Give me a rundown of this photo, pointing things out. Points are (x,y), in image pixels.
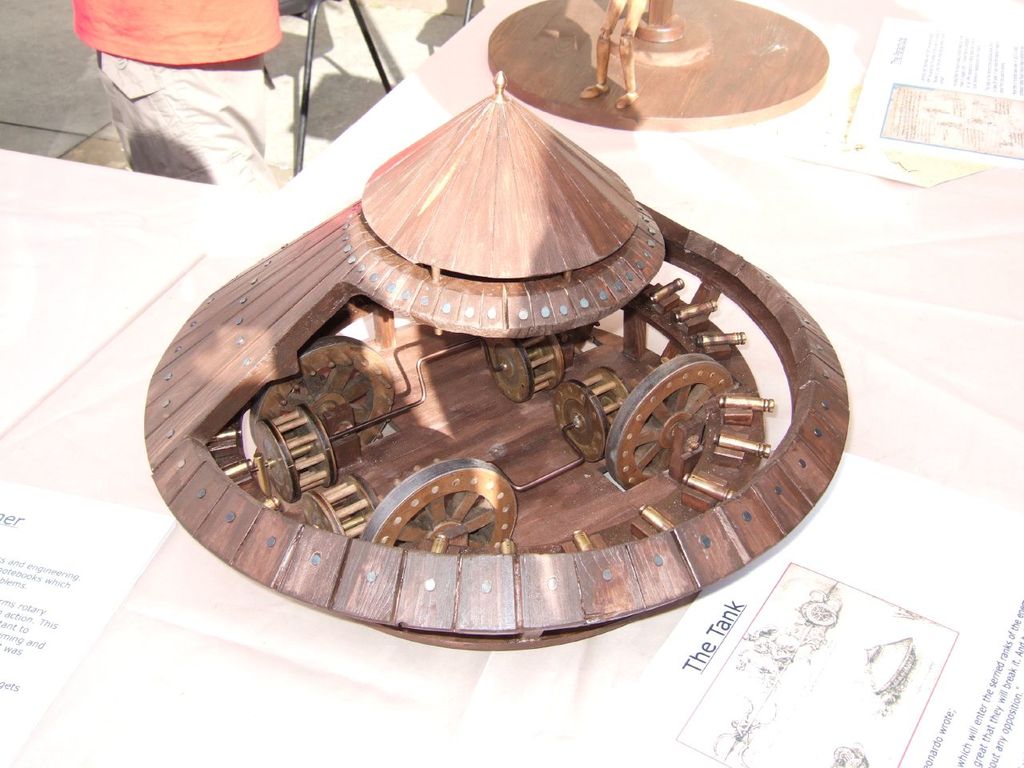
In the center of the image (392,500) we can see a device (706,456) with some wheels (639,416) and rods (423,395) placed on the table (227,596). On the left side of the image (152,103) we can see a person (146,72) standing and a chair (310,51) placed on the ground (63,63). In the background (967,62), we can see some papers (40,638) with text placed on the surface (237,743). At the top of the image (622,53) we can see a doll (585,90) placed on the wooden surface (773,58).
